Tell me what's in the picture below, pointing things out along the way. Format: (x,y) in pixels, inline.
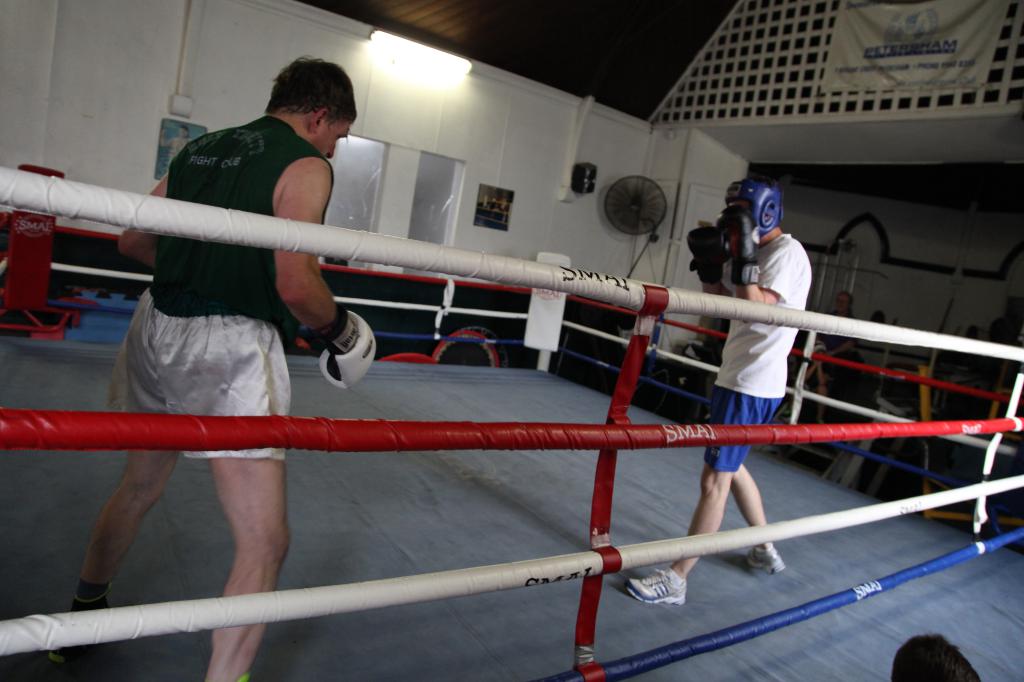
In this picture we can see group of people (264,262), two people (264,262) wore gloves (727,246), beside them we can find ropes (608,291), in the background (651,222) we can see a fan (653,189), light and a flex (892,67).
